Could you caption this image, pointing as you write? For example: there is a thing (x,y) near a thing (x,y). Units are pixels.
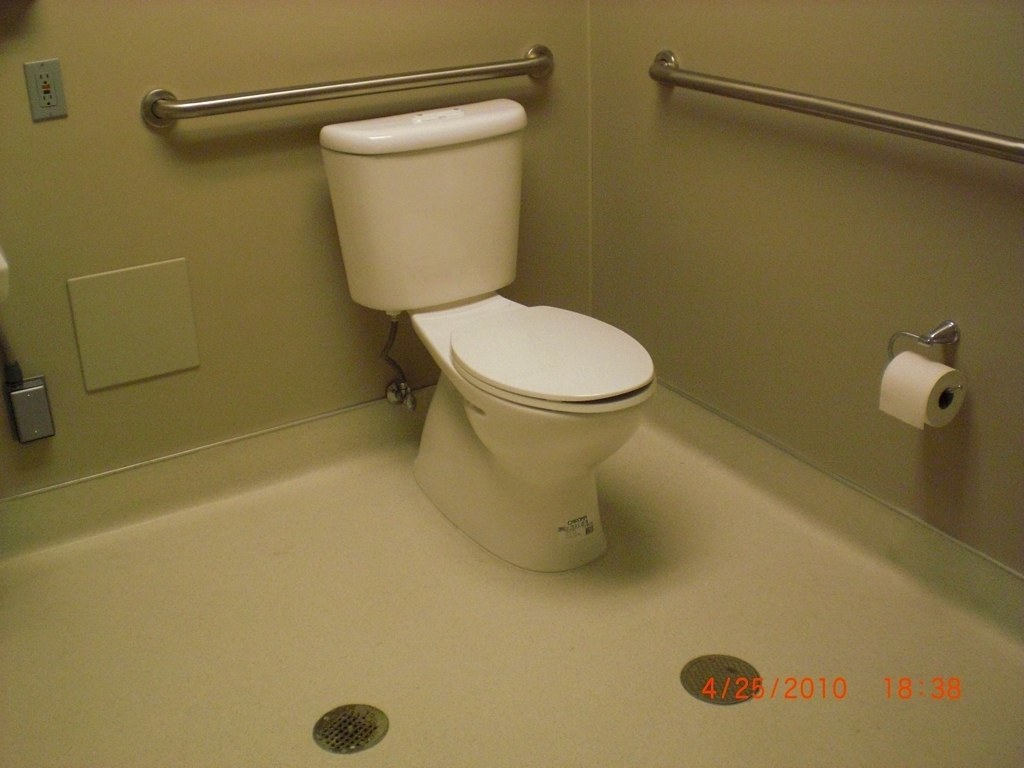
In this image we can see there is a toilet (499,372) and two rods (667,63) are attached to the both sides of the wall (595,49), there is a socket (42,107) and on the left side of the image (6,268) it's look like a sink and there is an object (30,398) attached to the wall (62,421). On the right side of the image (911,395) there are toilet papers (948,381). At the bottom of the image (342,723) there are two objects (375,715) on the floor (94,607).
